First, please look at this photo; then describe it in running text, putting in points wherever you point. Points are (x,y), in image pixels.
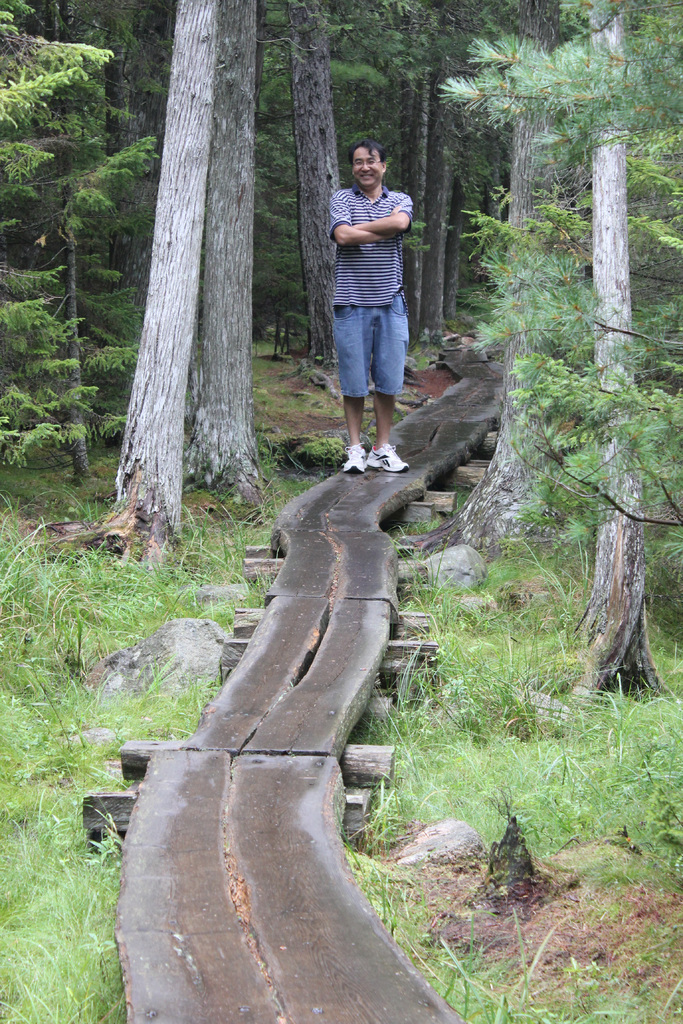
In this image there is a wooden path (261,824), on that path (337,586) there is a man (380,378) standing, on either side of the path (319,639) there are trees (297,234).
